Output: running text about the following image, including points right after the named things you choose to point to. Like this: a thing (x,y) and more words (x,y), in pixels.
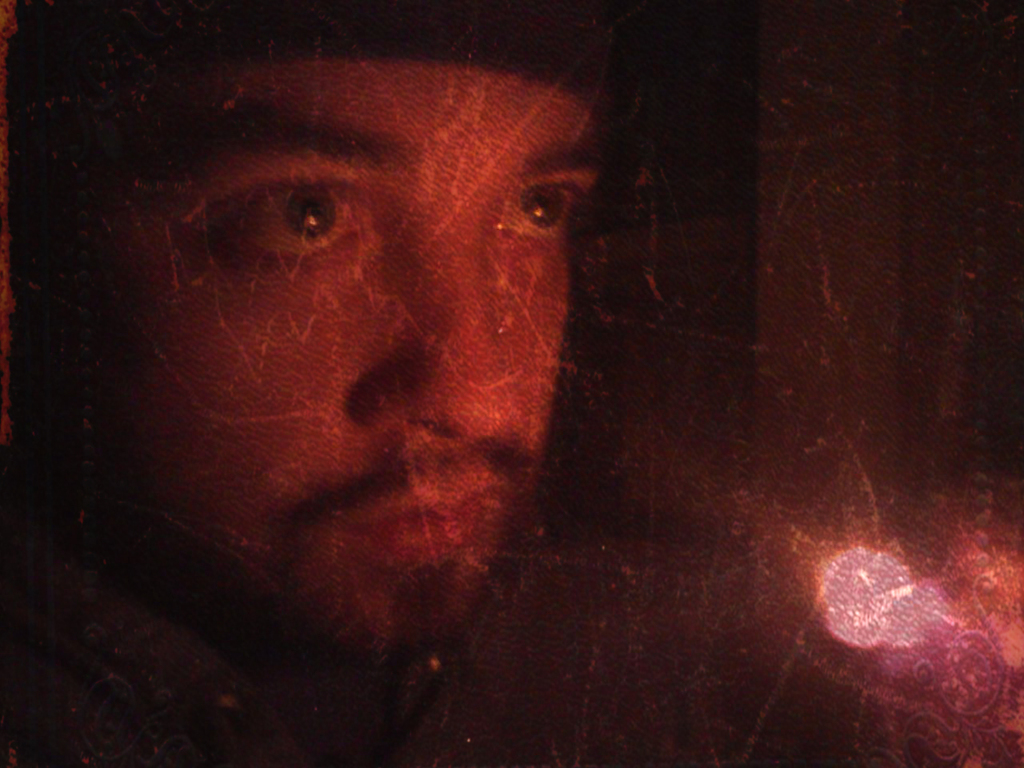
In this picture there is a boy (536,286) on the left side of the image (60,309) and there is a light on the right side of the image (863,569).
